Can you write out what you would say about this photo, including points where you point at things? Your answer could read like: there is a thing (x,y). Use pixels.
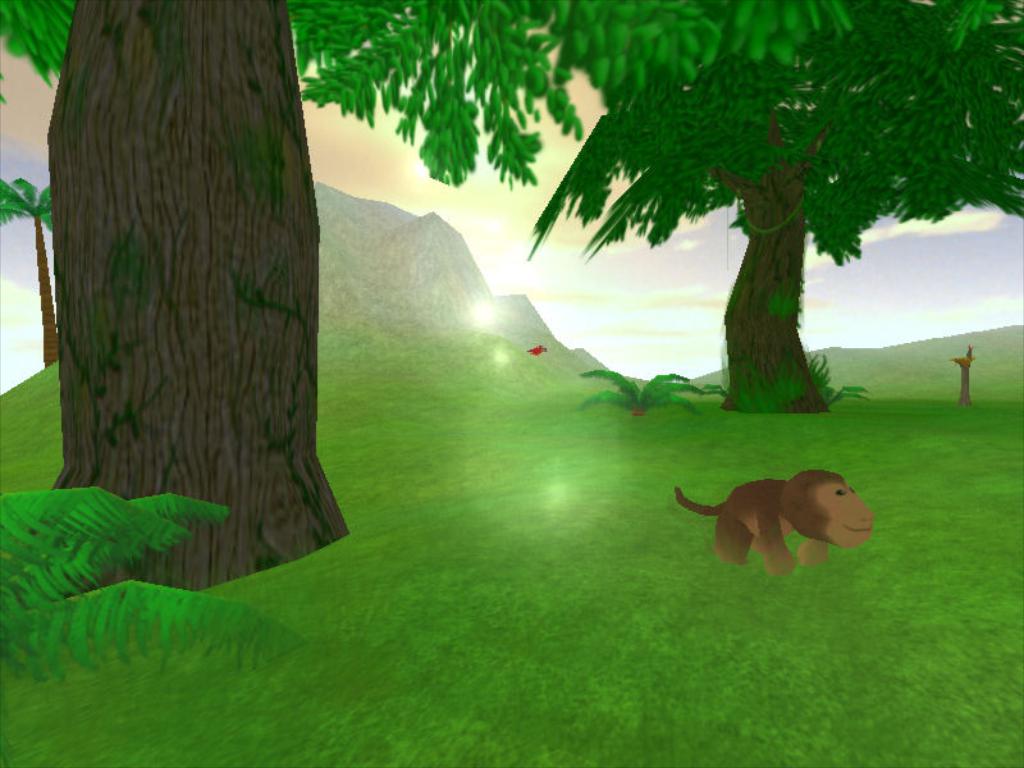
Here we can see a graphical image, in this picture we can see cartoons (812,517) of monkey (816,529), trees (231,281), grass (560,521) and the sky (573,258).
